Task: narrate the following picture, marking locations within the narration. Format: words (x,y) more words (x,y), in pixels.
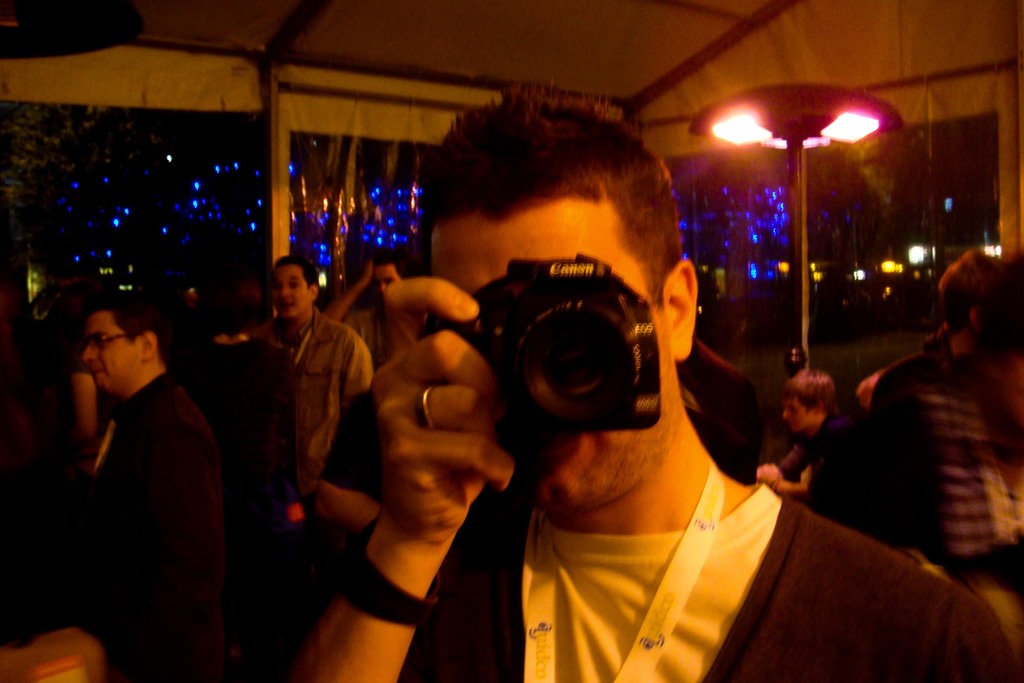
In this image, In the right side (885,668) there is a man (776,542) standing and holding a camera (528,358) which is in black color and taking a picture, In the background (928,418) there are some people (298,368) standing and there is a light (812,144) in red color, There is a white color shade (670,41).
